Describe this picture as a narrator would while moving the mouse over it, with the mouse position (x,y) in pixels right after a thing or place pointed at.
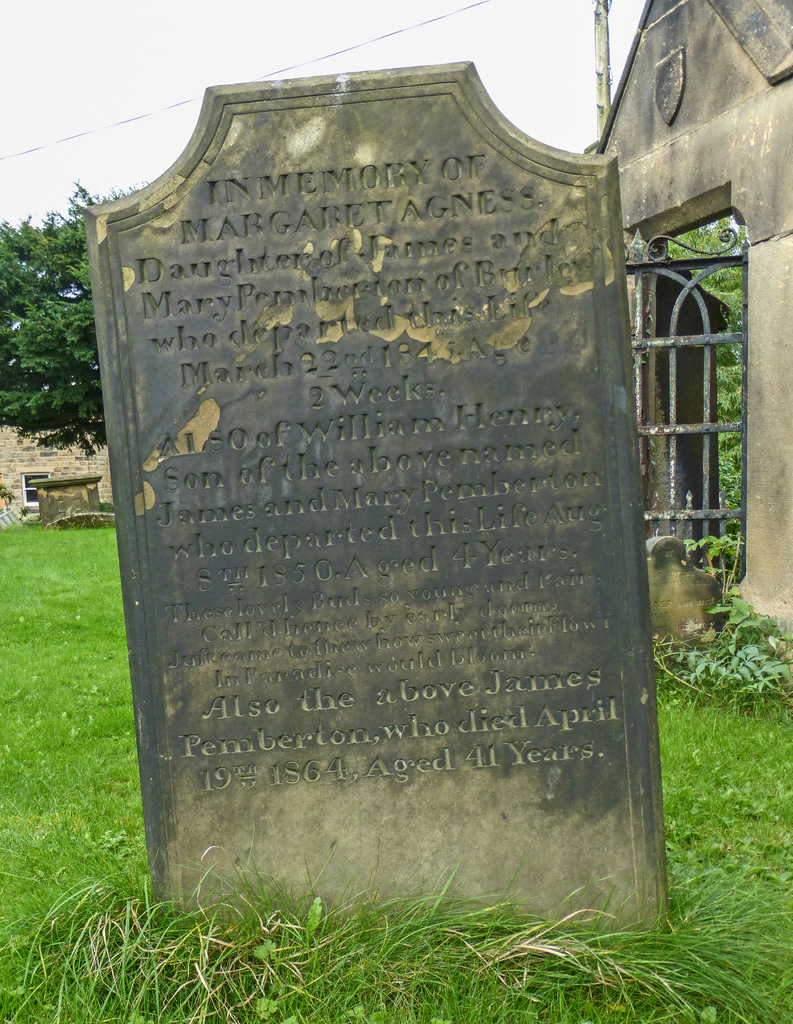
In this picture there is a stone (486,200) and there is text (369,304) on the stone (383,696). At the back (4,298) there are buildings (751,379) and trees (26,379) and there is a pole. At the top (277,32) there is sky (348,40) and there is a wire (379,40). At the bottom (12,833) there are plants (367,1019) and there is grass (141,858).
